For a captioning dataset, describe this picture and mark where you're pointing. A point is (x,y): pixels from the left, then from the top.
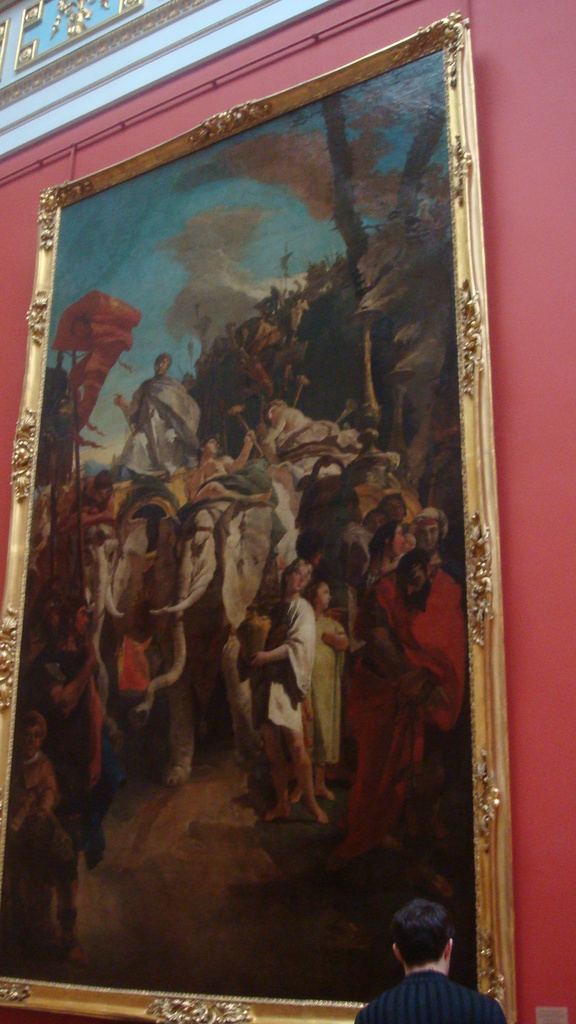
In this image in the center (245,637) there is one photo frame (265,525) on the wall (559,959), and at the bottom of the image (431,977) there is one person (423,947). And at the top of the image (125,57) there is a board (106,51).
